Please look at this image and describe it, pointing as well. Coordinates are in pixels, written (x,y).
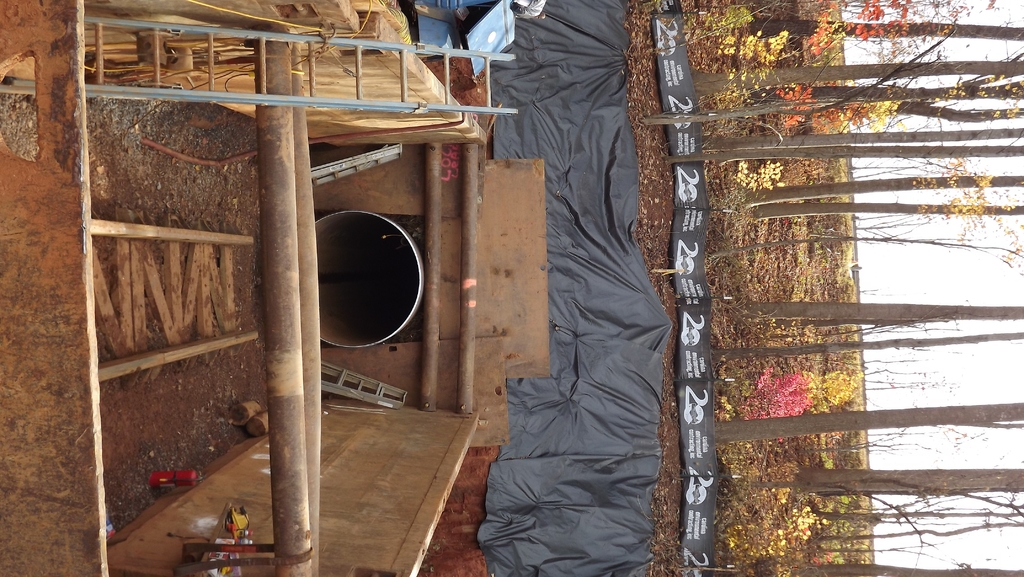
In this image, we can see wooden objects (169,332), rods (268,238), ladder (387,386), stands (357,393), black sheet (587,307), few objects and banners (712,422). Here we can see a big pipe (358,331). On the right side of the image (898,361), we can see trees (847,208), plants (812,561) and sky (921,255).
